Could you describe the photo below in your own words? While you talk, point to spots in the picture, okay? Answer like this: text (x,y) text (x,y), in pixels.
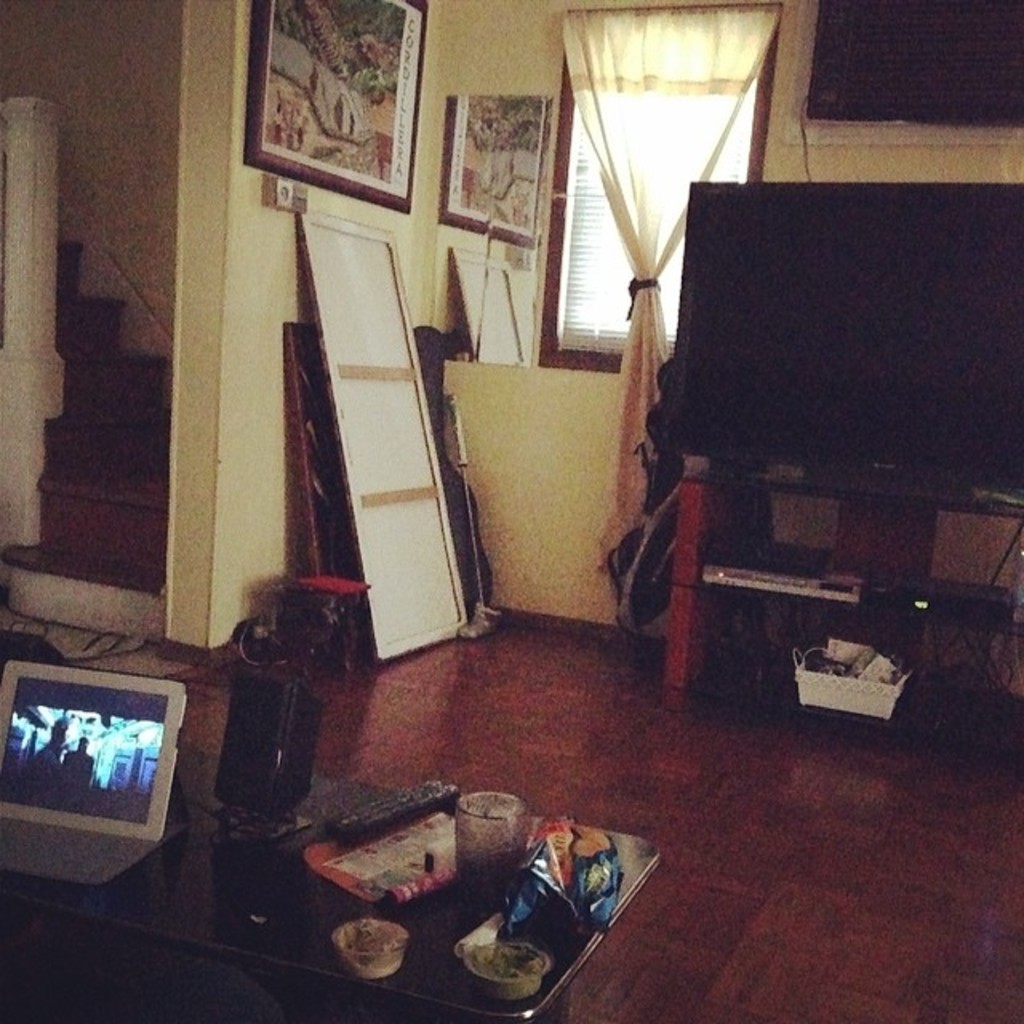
In the picture we can see an inside view of the house (617,650) with a wooden mat surface (487,656) on it, we can see a glass table (261,905) on it, we can see some eatable items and beside we can see a laptop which is opened and beside it, we can see a speaker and in the background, we can see a wall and to the wall (952,541) we can see a window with a white curtain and beside it we can see a table (817,626) and a TV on it and to the wall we can see a poster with some painting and behind the wall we can see the steps (98,507).
